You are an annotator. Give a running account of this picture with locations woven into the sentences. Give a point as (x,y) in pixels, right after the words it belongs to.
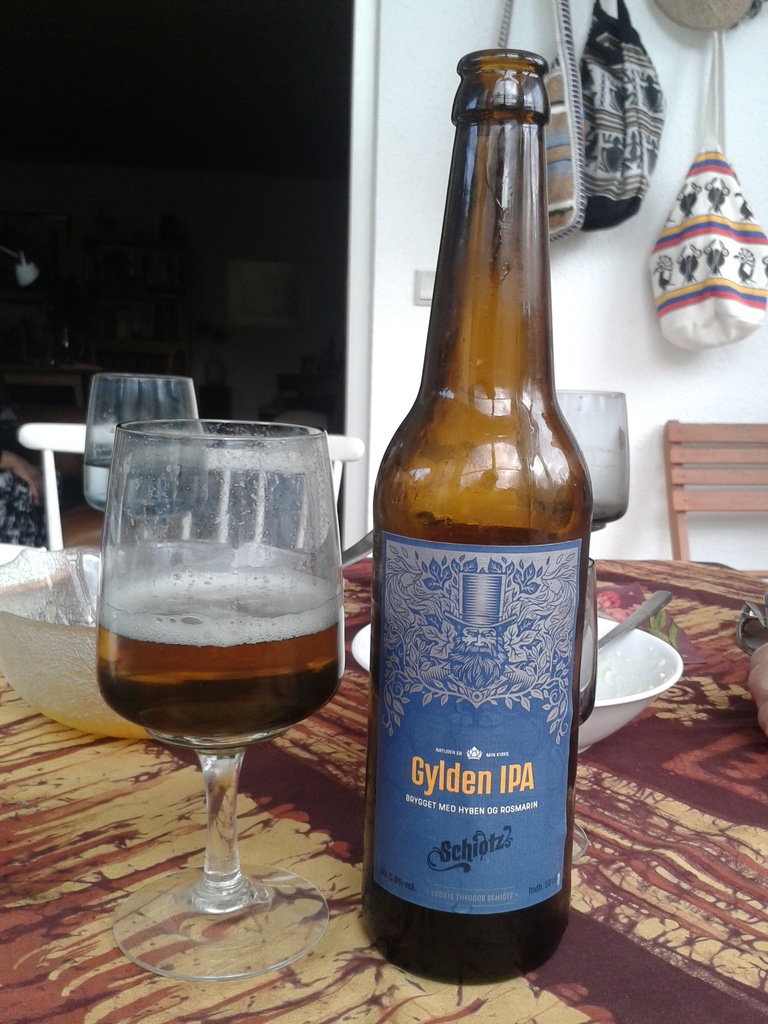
In this picture we can see bottle (423,515), glass (252,594) with drink (310,671) in it, bowl (638,679), spoon (651,614) this are on a table (572,898) and in background (737,454) we can see chairs (763,455), bag (598,187), wall (384,160) here it is dark.
